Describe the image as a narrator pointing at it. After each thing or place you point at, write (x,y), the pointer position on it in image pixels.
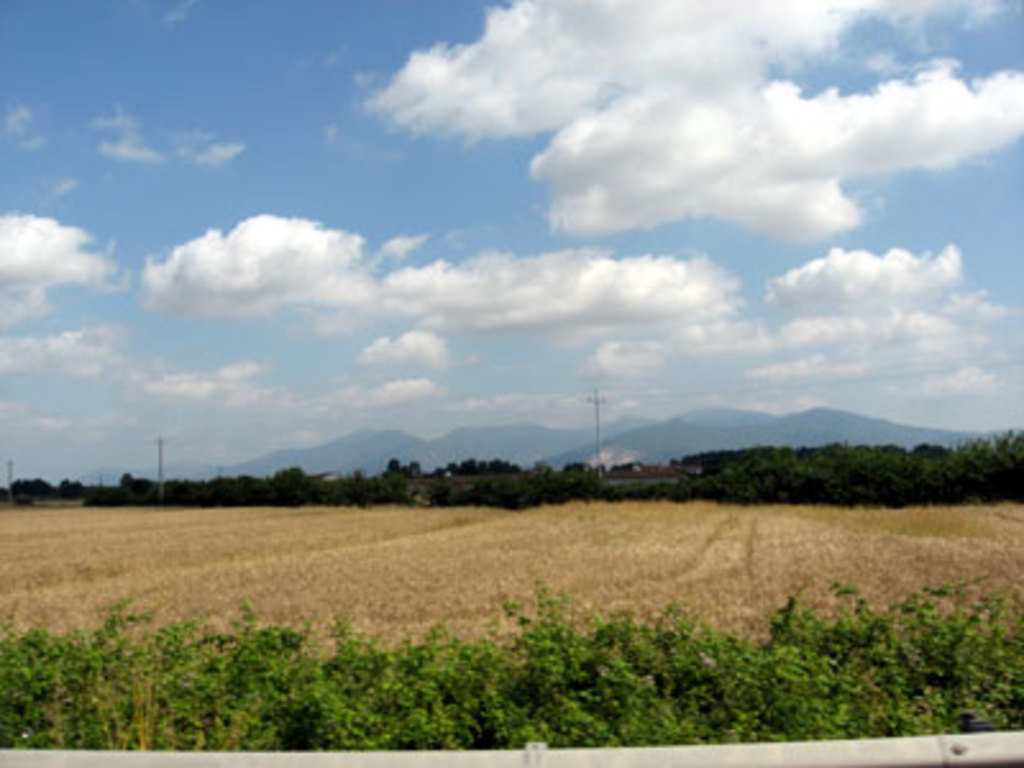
There is a pipe (966,738). In the background (397,686), there are plants (723,680) having green color leaves (856,640), there are trees (377,484), mountains (534,459), poles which are having electric lines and there are clouds (296,223) in the blue sky (274,132).
